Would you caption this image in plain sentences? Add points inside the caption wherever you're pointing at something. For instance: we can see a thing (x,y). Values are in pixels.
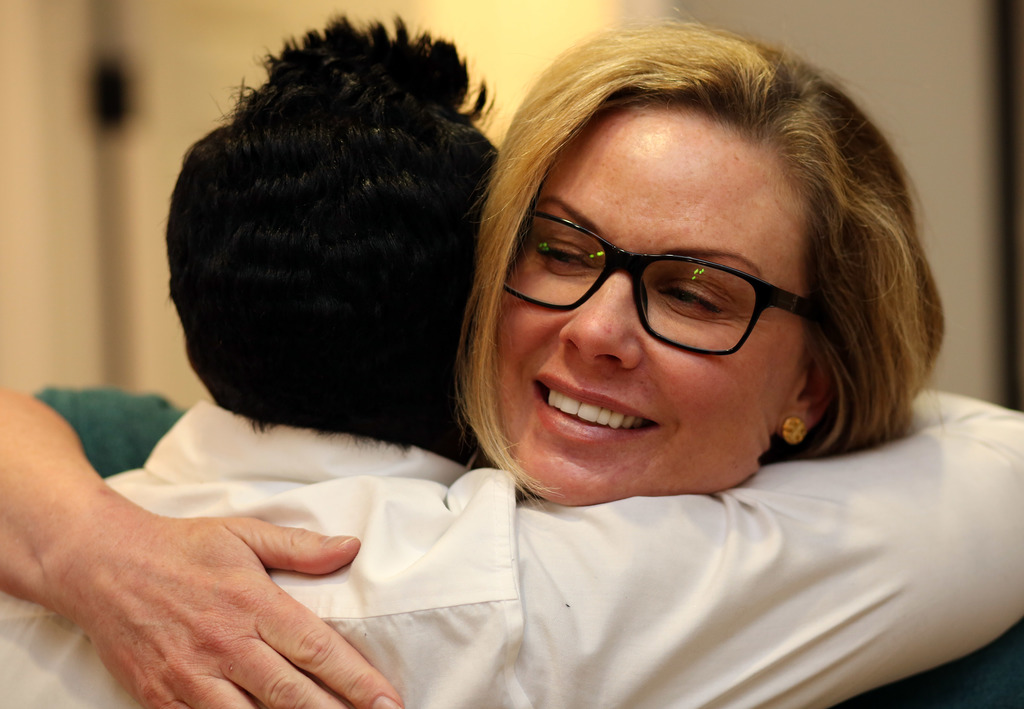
Background (1015,232) portion of the picture is blur. In this picture we can see the people (456,450) hugging each other. A woman (668,274) wore spectacles (593,298) and she is smiling.
